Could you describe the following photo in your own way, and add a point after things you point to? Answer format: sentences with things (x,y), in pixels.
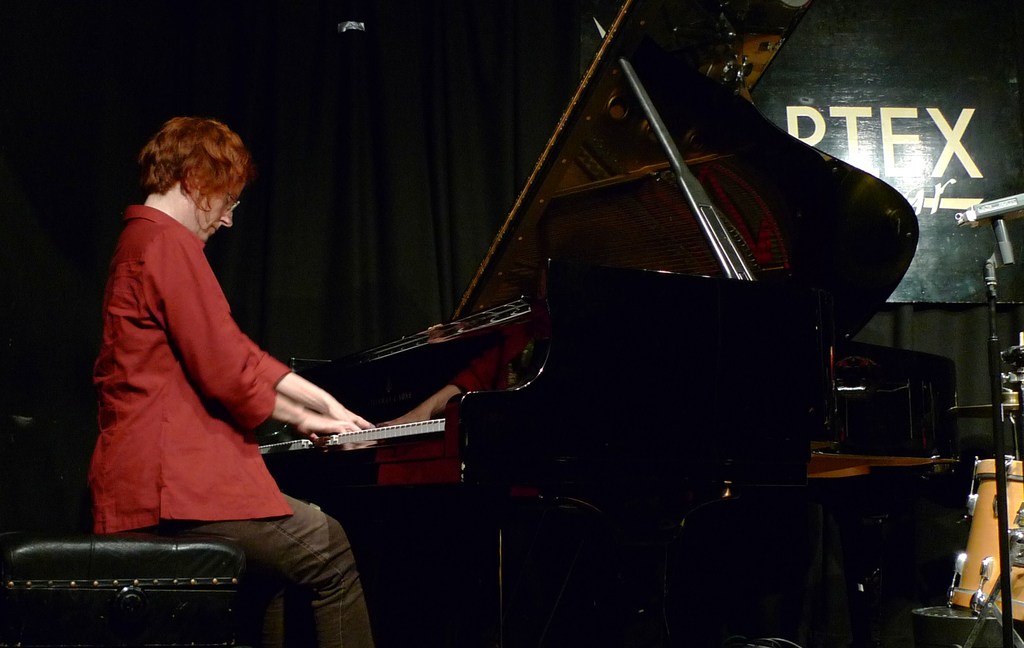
She is a woman (353,605) sitting on the left side (326,618). She is playing a piano (597,490). We can observe a drum (1023,590) on the right corner (1021,503).
